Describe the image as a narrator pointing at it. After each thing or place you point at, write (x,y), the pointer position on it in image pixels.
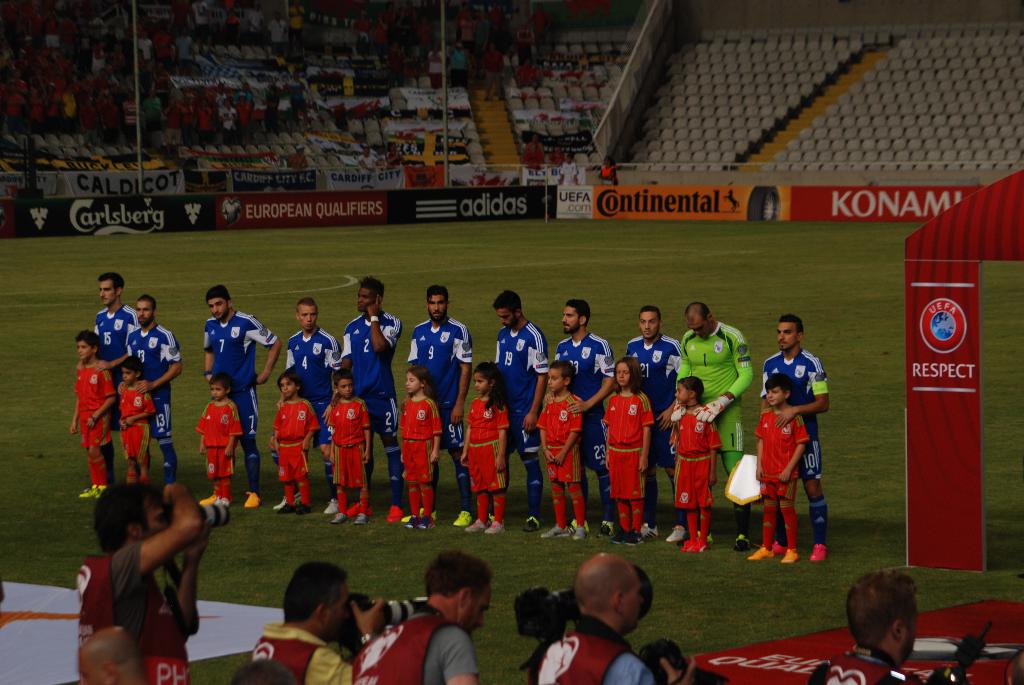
In the foreground (633,522) I can see five persons (852,609) are holding a camera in hand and a group of people (573,528) are standing on the grass (661,523). In the background (387,200) I can see fence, boards (416,212), pole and a crowd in the stadium (611,116). This image is taken may be on the ground (677,569).
